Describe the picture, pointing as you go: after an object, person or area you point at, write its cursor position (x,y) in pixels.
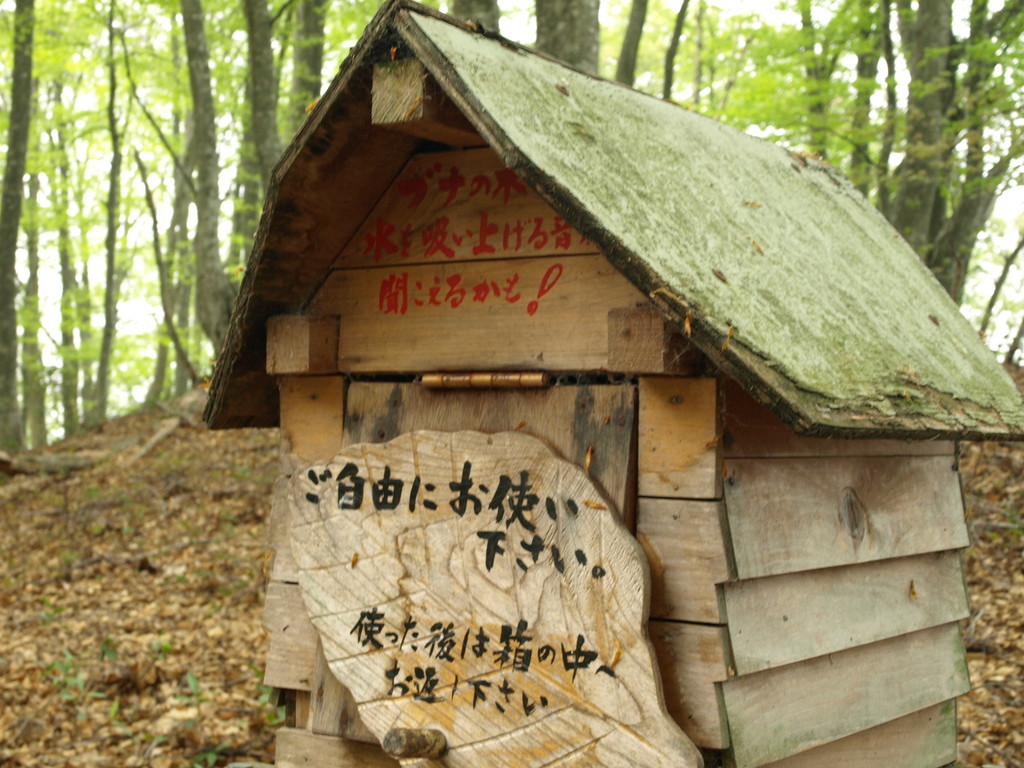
This picture shows a wooden hut (782,208) and we see trees (83,295) and many leaves (34,661) on the ground (969,594).
